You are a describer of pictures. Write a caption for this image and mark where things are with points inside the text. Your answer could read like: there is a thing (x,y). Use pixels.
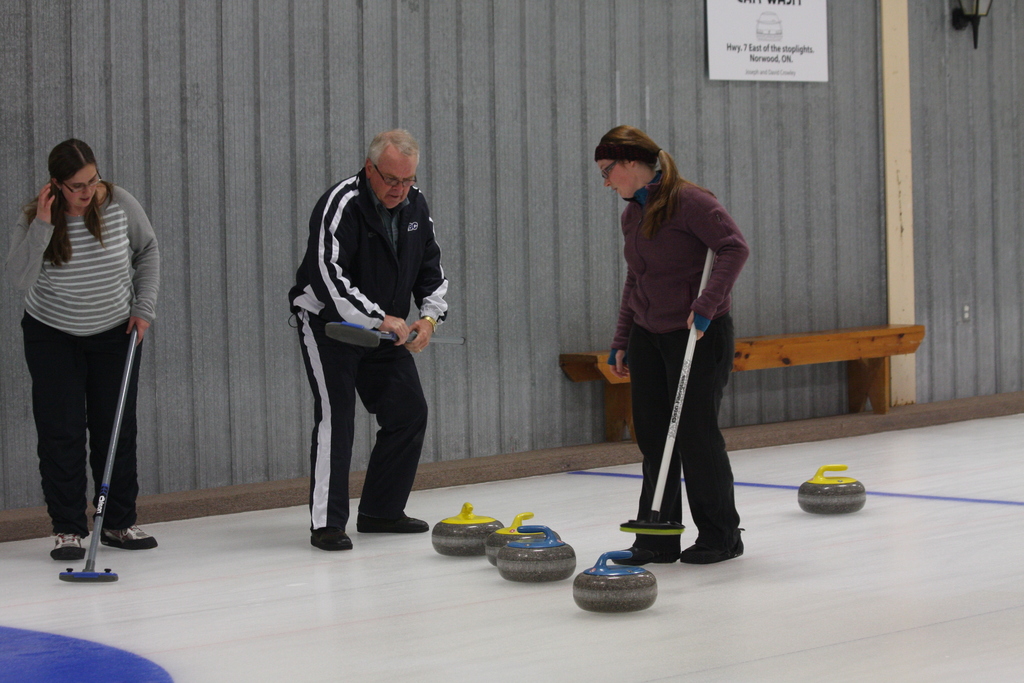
In this image there is a man (369,351) in the middle (388,384) who is holding the brush (411,335). Beside him there are two other women (133,249) who are holding the brooms (82,576). On the ground (803,594) there are five curling stones (843,509). In the background (544,66) there is a wall (689,86) on which there is a board (771,43). On the right side (973,25) top there is a light (975,30). Beside the woman (712,233) there is a wooden bench (825,357).
